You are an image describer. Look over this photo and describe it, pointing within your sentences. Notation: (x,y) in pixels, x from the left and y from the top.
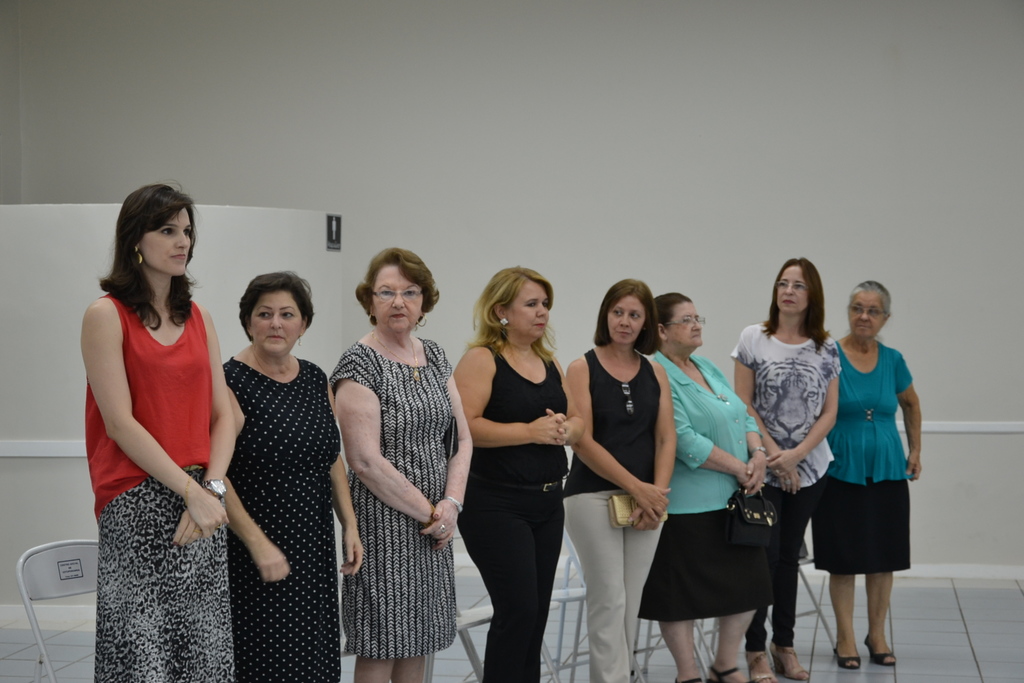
In this image in the center (611,336) there are group of people (831,462) who are standing and behind them there are some chairs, in the background (408,217) there is a wall (724,310). At the bottom (1008,626) there is a floor (916,608).
